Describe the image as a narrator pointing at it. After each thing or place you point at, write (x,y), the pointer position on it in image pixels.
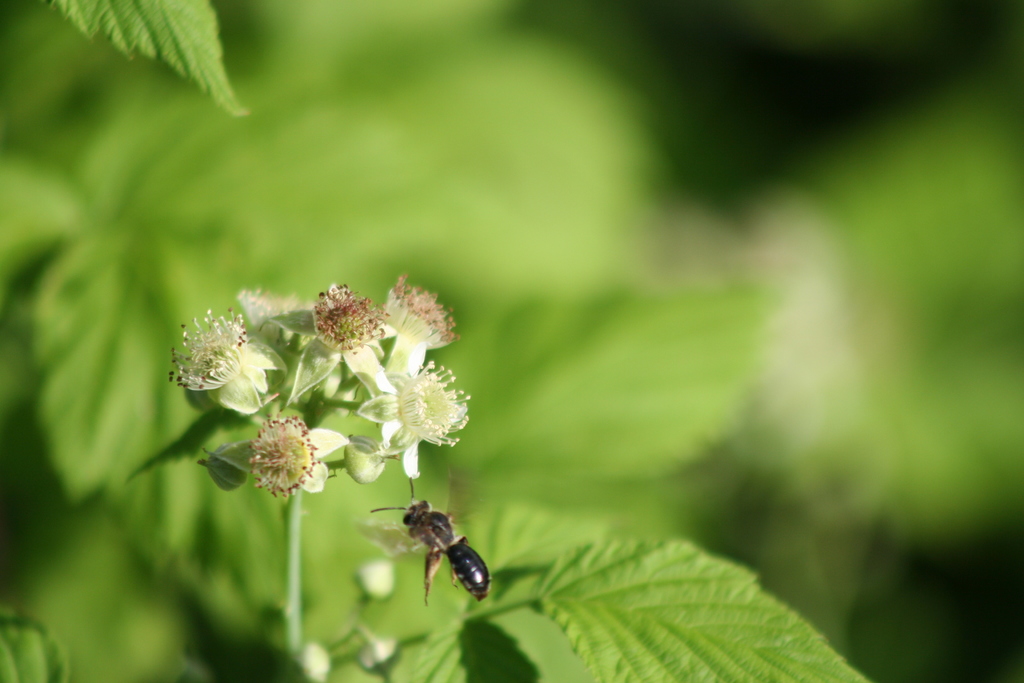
In this picture I can see a plant (326,319) with flowers (355,474) and I can see a honey bee (402,540).
